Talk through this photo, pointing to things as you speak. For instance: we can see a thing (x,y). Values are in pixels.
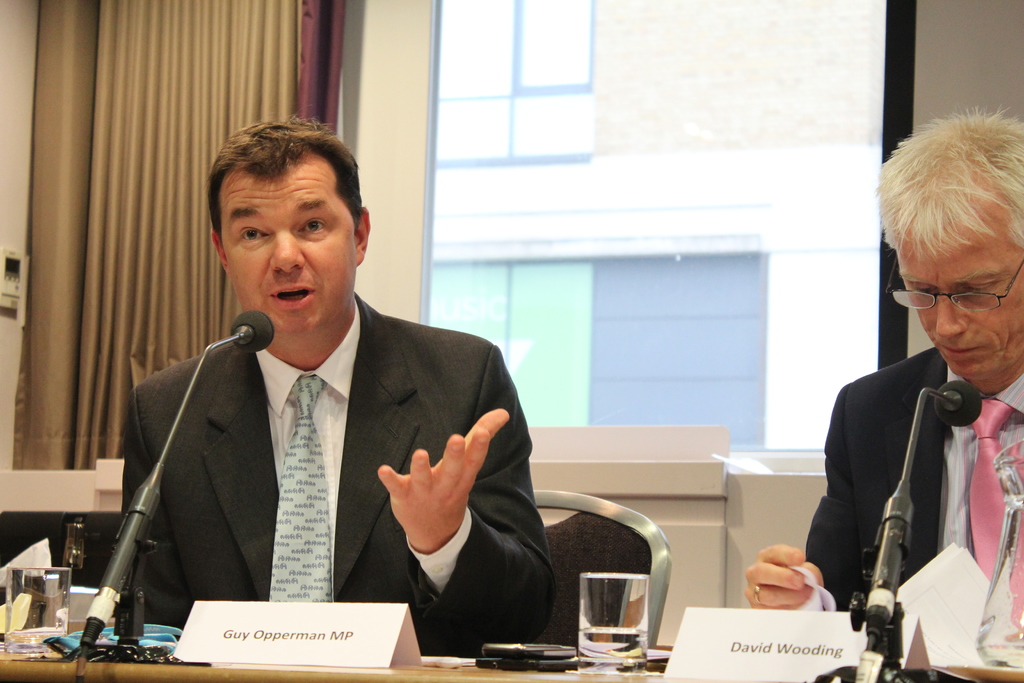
This picture is taken inside the room (714,563). In this image, we can see two men (415,527) wearing a black color coat (505,448) is sitting on the chair (657,582) in front of the table (444,673). On the table (482,682), we can see microphones (136,512), glass (641,598), boards (303,617), electrical wires (872,670), mobile (523,658), tissues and some books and a pen (455,666). In the background (531,223), we can see a glass window (496,122) and curtains (206,168), outside of the glass window (786,152), we can see a building (831,178).
